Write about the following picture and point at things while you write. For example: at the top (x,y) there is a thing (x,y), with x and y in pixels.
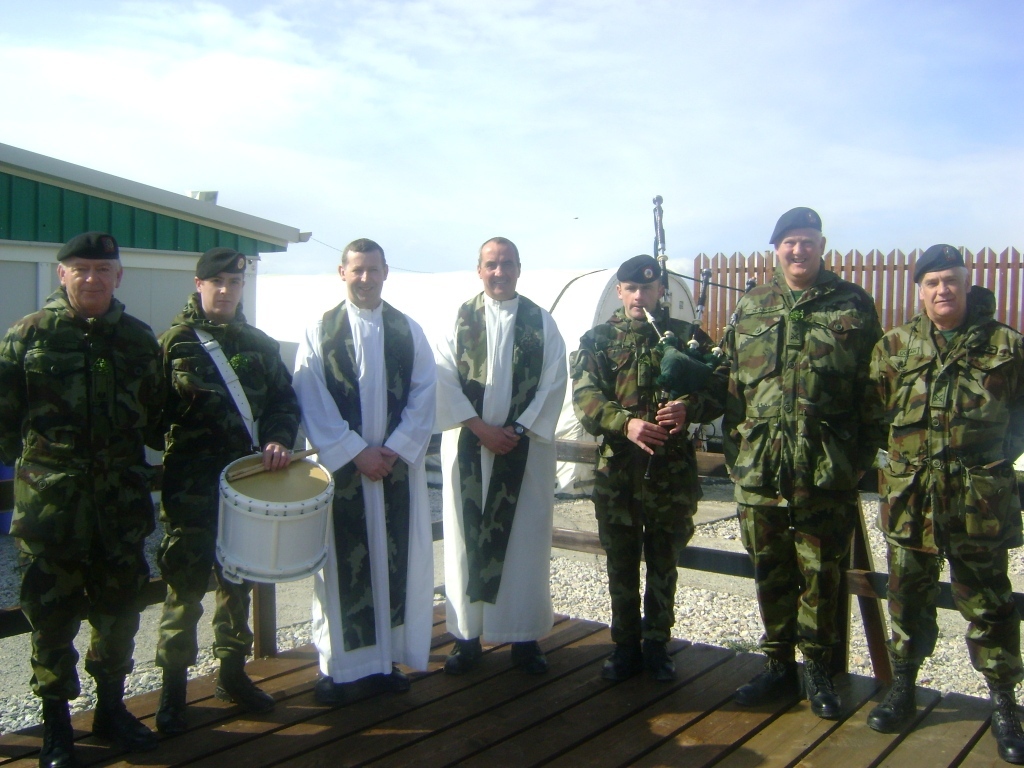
The picture is taken outside a building (274,224). In the foreground of the picture (675,356) there are seven men (826,378) standing. On the left (222,515) there is a man (215,387) holding drums (266,534). In the center (674,376) there is a man (650,382) playing pipes (672,337). On the right (751,262) there is railing (734,275). On the left (79,200) there is a building (106,188). In the center of the background (419,296) there is a tent (394,278). Sky (490,118) is clear and it is sunny.
